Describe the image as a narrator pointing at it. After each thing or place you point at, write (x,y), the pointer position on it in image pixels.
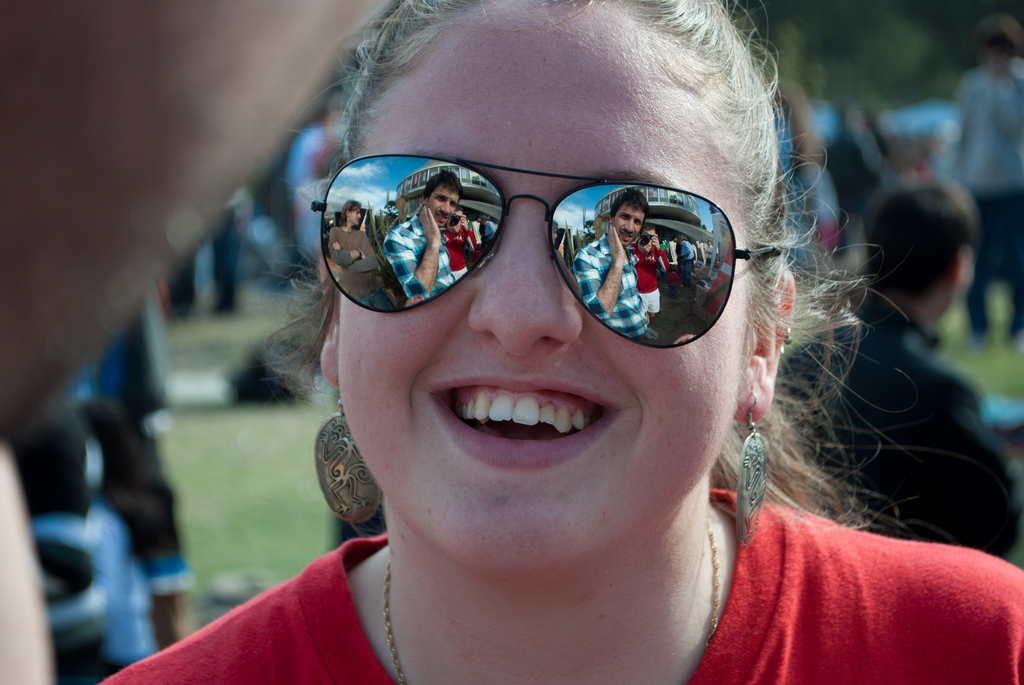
There is one women (519,435) wearing a goggles (562,251) in the middle of this image (483,344). There are some other persons (229,257) in the background (262,280). We can see there is a reflection (498,218) of some persons (417,216) in her goggles (497,230).
